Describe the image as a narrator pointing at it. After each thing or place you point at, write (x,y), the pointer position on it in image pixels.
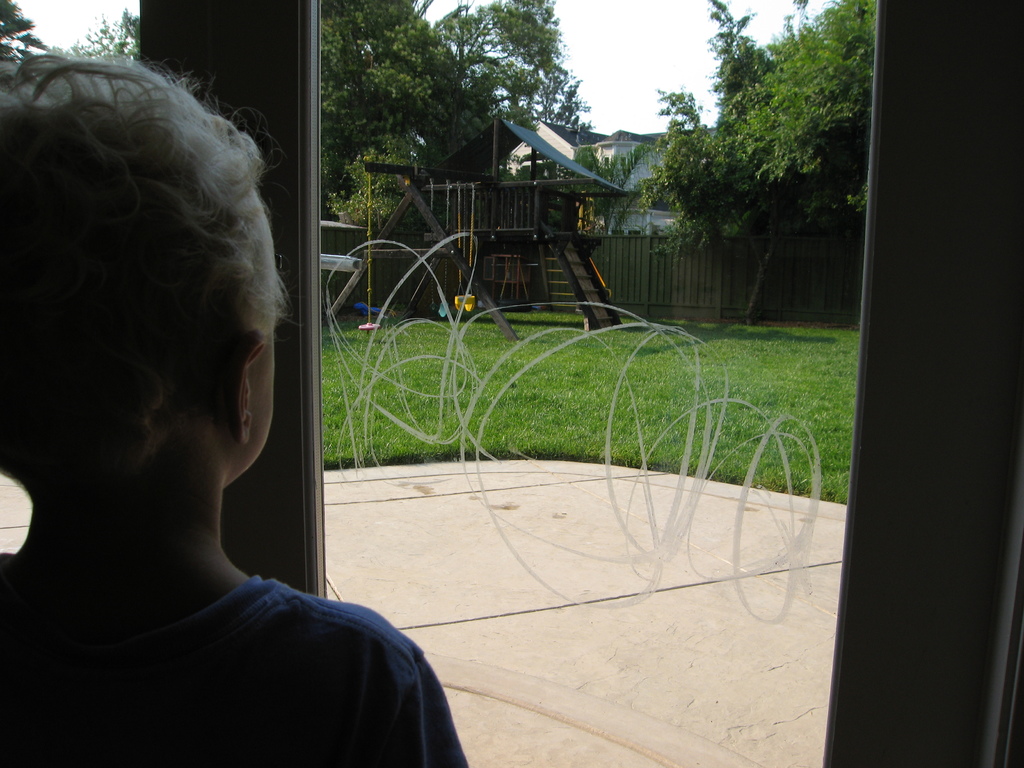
In this image there is a boy (144,455). In front of him there is a glass door (609,577) through which we can see wooden house (523,251) with stairs (572,283), buildings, trees (372,148). There is a wooden wall (726,264). In the middle of the image (643,380) there is grass (622,394) on the surface (563,632). In the background of the image (634,64) there is sky (641,58).
